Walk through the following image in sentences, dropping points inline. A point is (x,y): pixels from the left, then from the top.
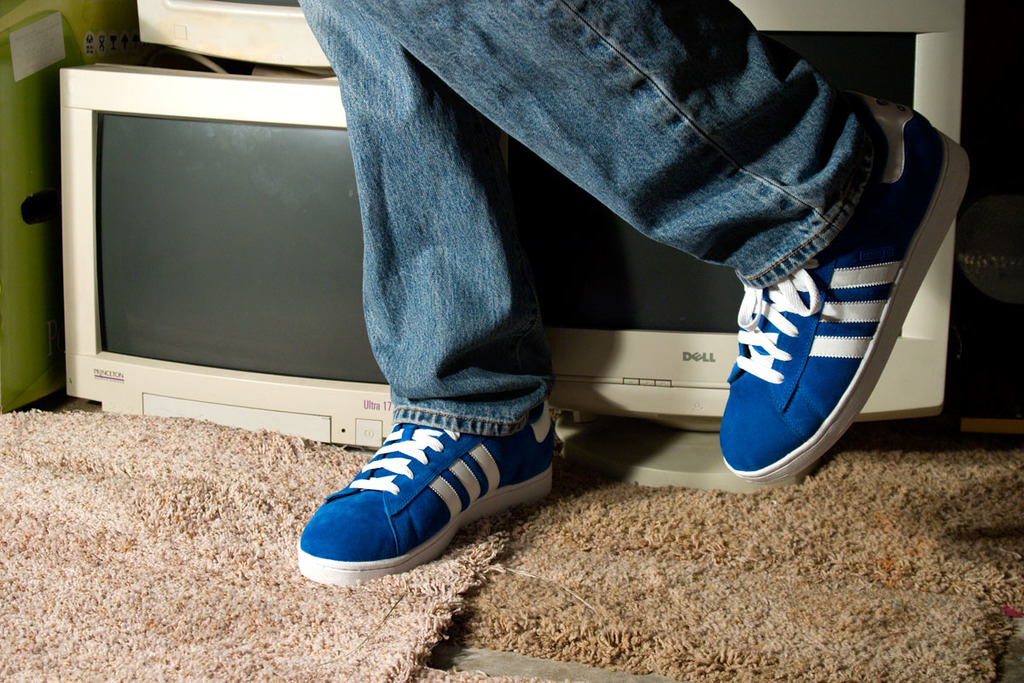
In this picture I can see a person legs (737,218) with shoes (821,316) and also I can see some systems (567,288) are placed on the cloth (620,542).
